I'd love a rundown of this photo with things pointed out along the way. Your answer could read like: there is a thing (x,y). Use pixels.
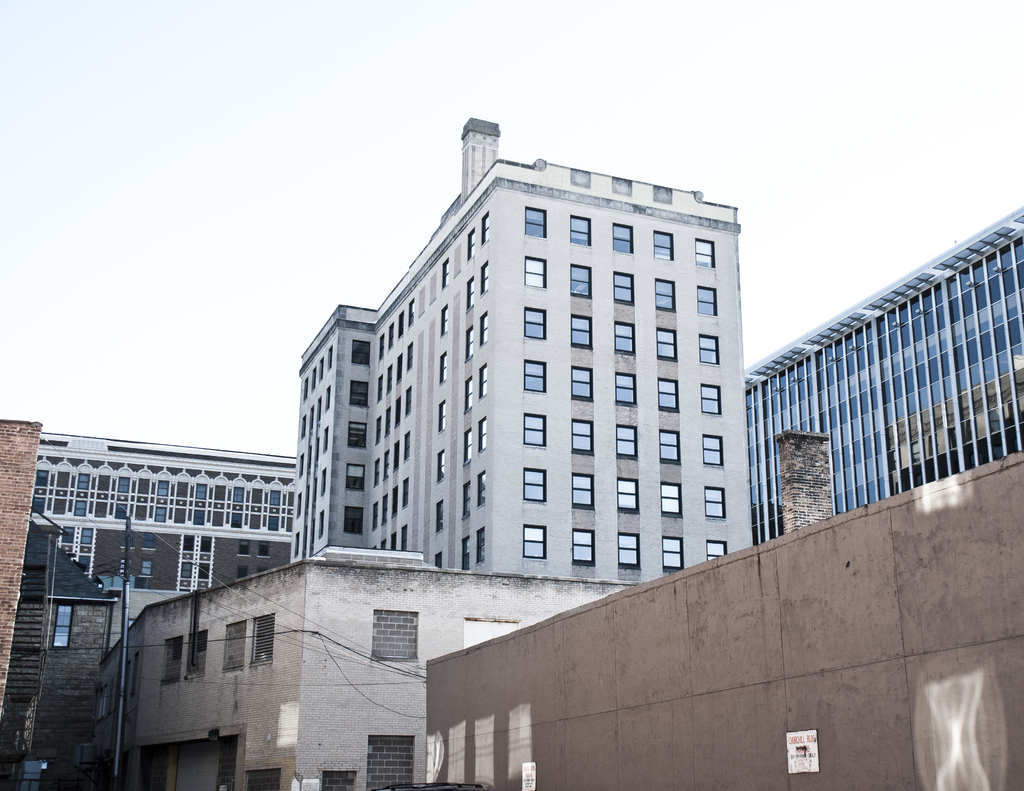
In this image I can see on the left side (128,627) there is a pole (127,598) with electrical wires (313,634) and there are very big buildings (612,529). At the top (305,161) it is the cloudy sky (302,157).
